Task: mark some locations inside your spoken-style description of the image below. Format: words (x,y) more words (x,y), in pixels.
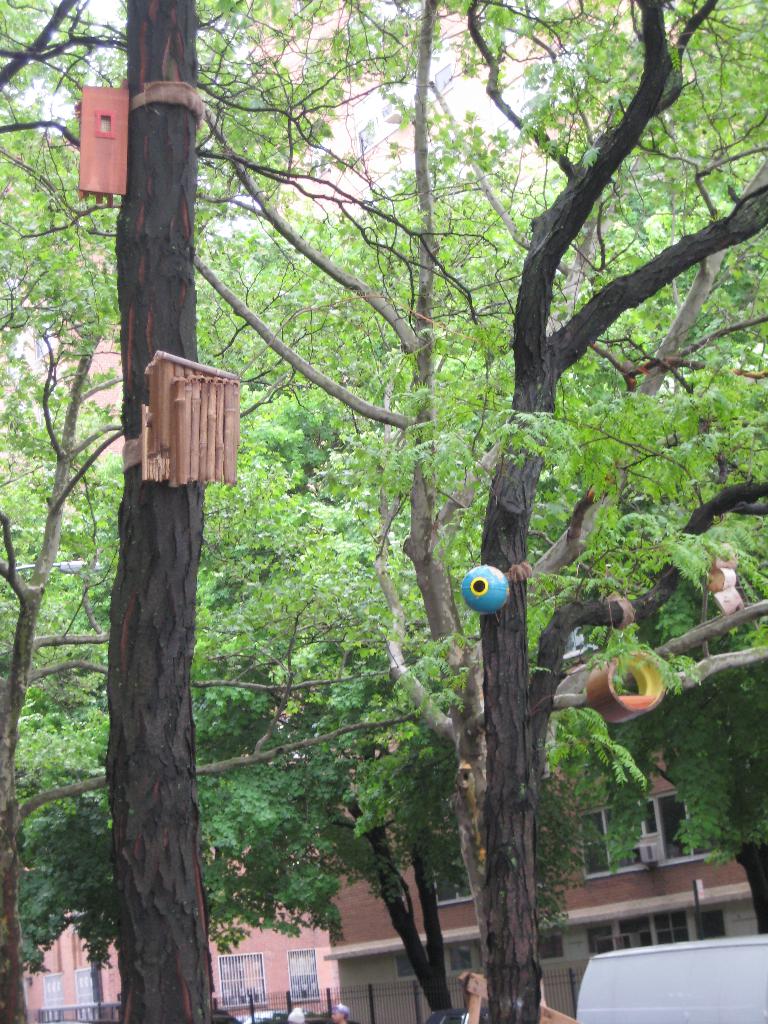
In this image I can see the trees (151,486) in green color. I can also see few wooden objects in multi color and they are attached to the trees (217,500). Background (244,969) I can see the railing (345,988) and I can see few building (467,898) in brown color.
